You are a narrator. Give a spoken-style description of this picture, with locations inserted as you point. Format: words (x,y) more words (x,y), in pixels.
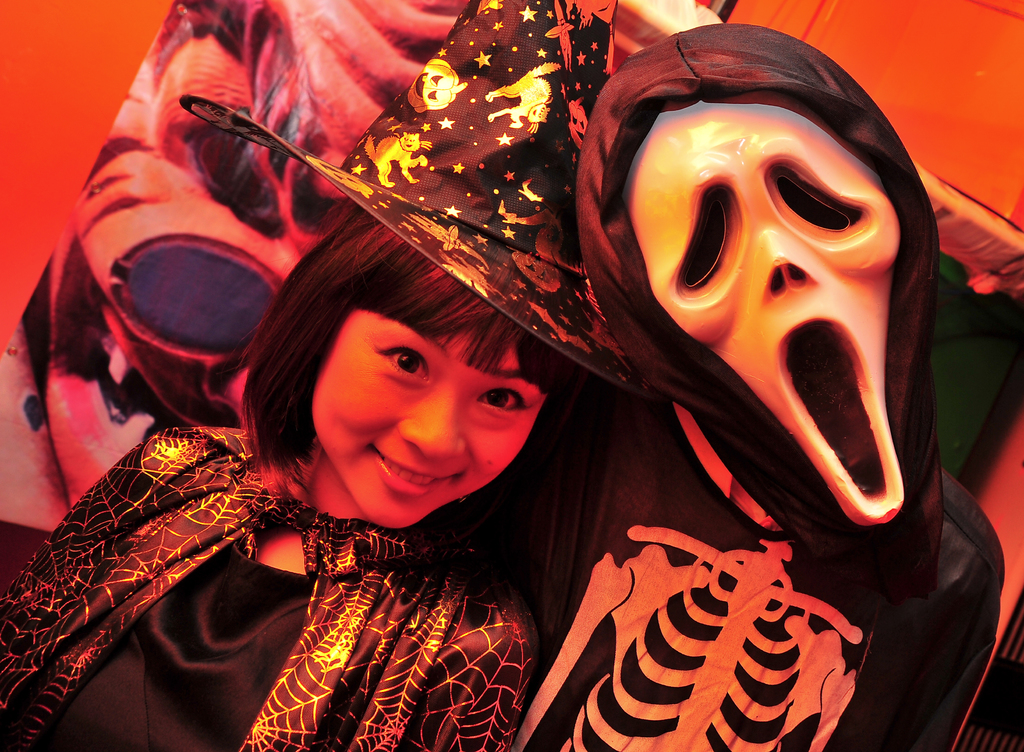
A beautiful girl (347,569) is standing and smiling. On the right side (710,128) it is in the shape of ghost (782,268).
